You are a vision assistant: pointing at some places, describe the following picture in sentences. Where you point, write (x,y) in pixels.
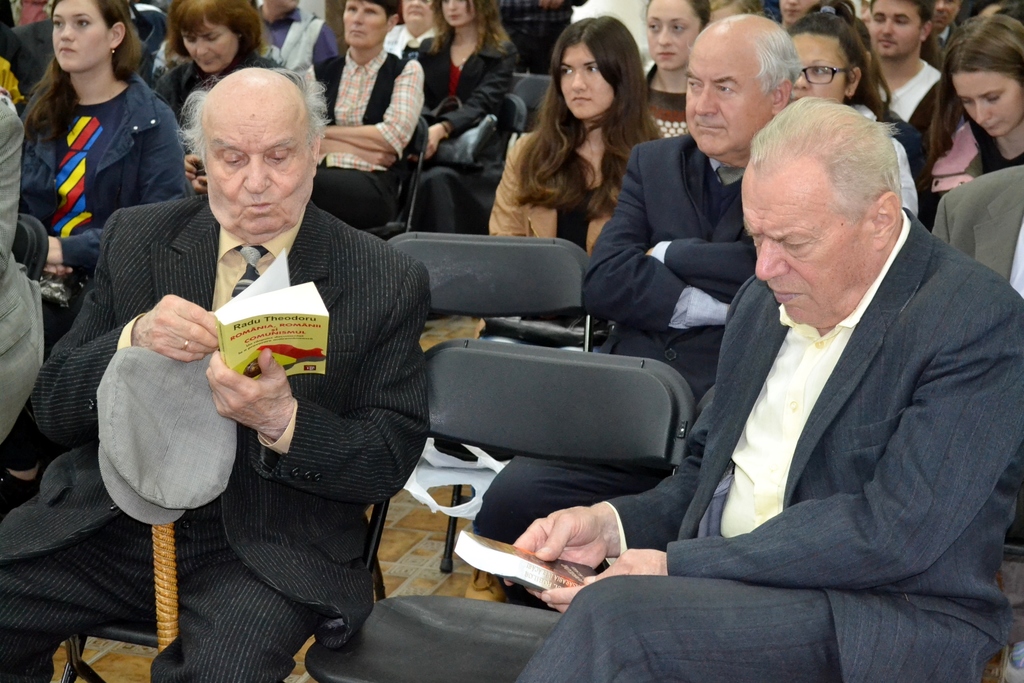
In this picture I can see few people (601,197) seated on the chairs (480,291) and I can see a man (268,411) holding a book (268,333) in his hand (159,345) and I can see walking stick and a cap (157,505) on the stick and I can see another man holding a book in his hands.
